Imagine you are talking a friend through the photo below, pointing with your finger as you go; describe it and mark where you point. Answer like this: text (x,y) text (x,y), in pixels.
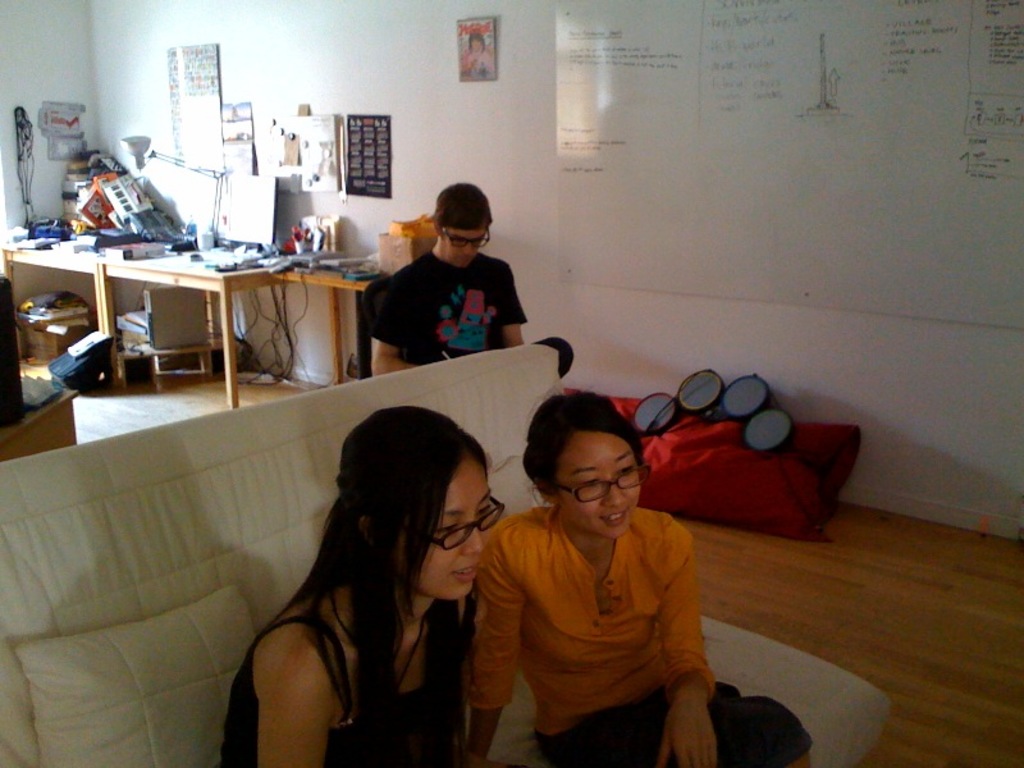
In this picture we can see two people (601,540) sitting on the sofa (490,377) and there is a man (462,288) sitting on the chair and some things (196,240) on the floor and desk (334,313).
